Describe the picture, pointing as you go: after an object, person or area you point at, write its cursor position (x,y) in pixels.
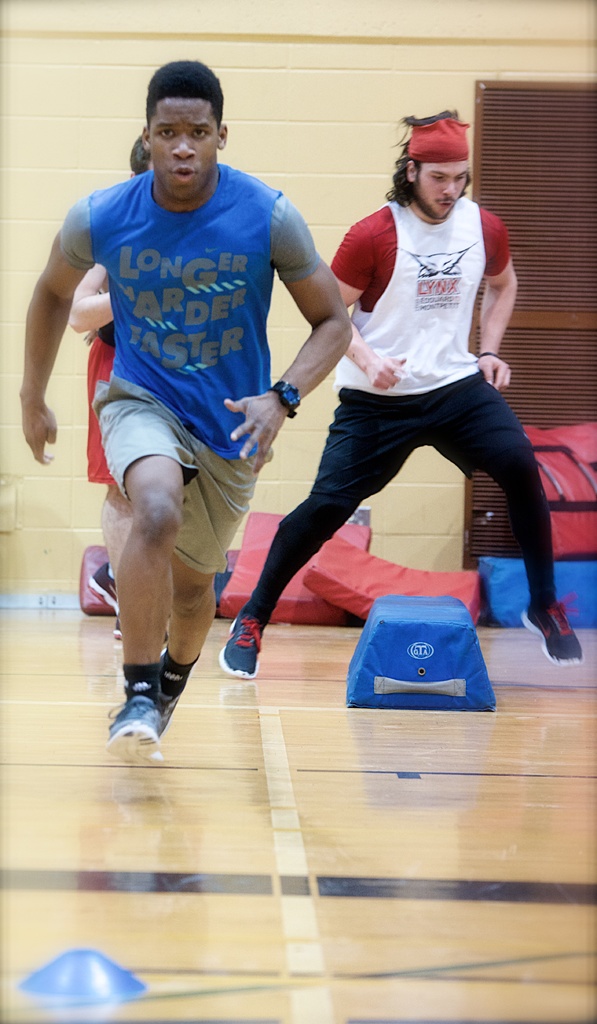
In this image I can see three people (199,326) with different color dresses (380,444). I can see some blue and red color objects (345,598) in the back (459,579). I can also see the cream color wall (282,77) in the back (321,140).
